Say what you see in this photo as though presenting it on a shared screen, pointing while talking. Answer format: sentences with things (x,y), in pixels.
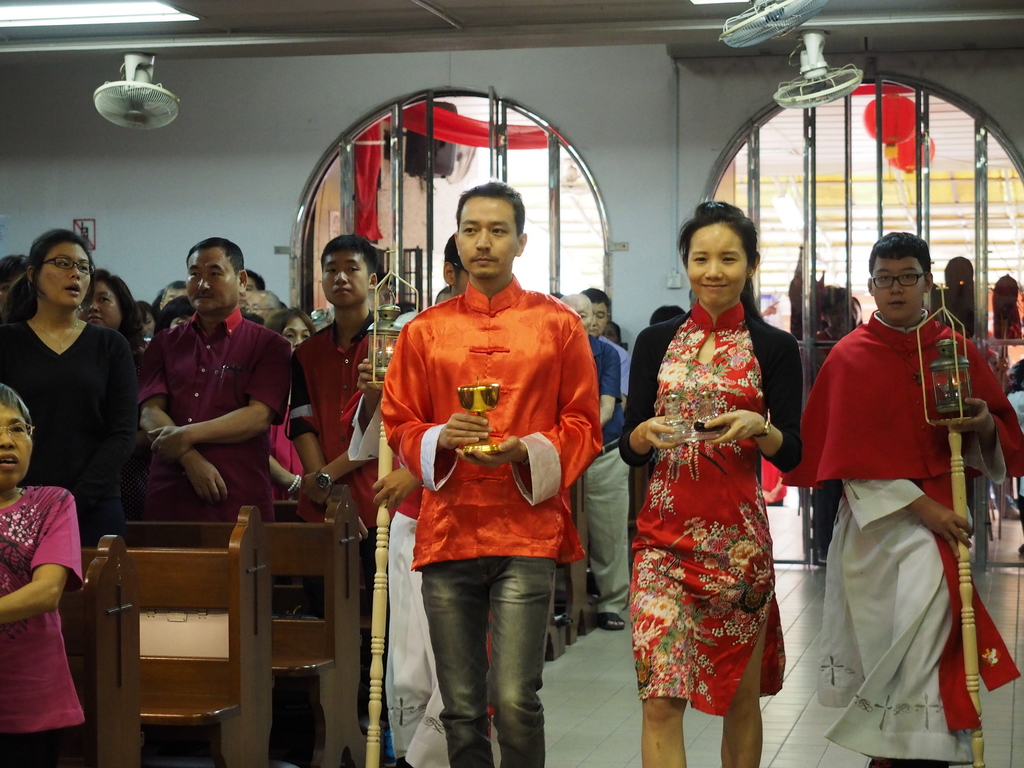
In this picture we can see a group of people (540,574) are standing and some people (566,464) are holding some objects (483,405). Behind the people (616,386) there is a wall (697,99) with doors (555,182) and fans (176,99).
